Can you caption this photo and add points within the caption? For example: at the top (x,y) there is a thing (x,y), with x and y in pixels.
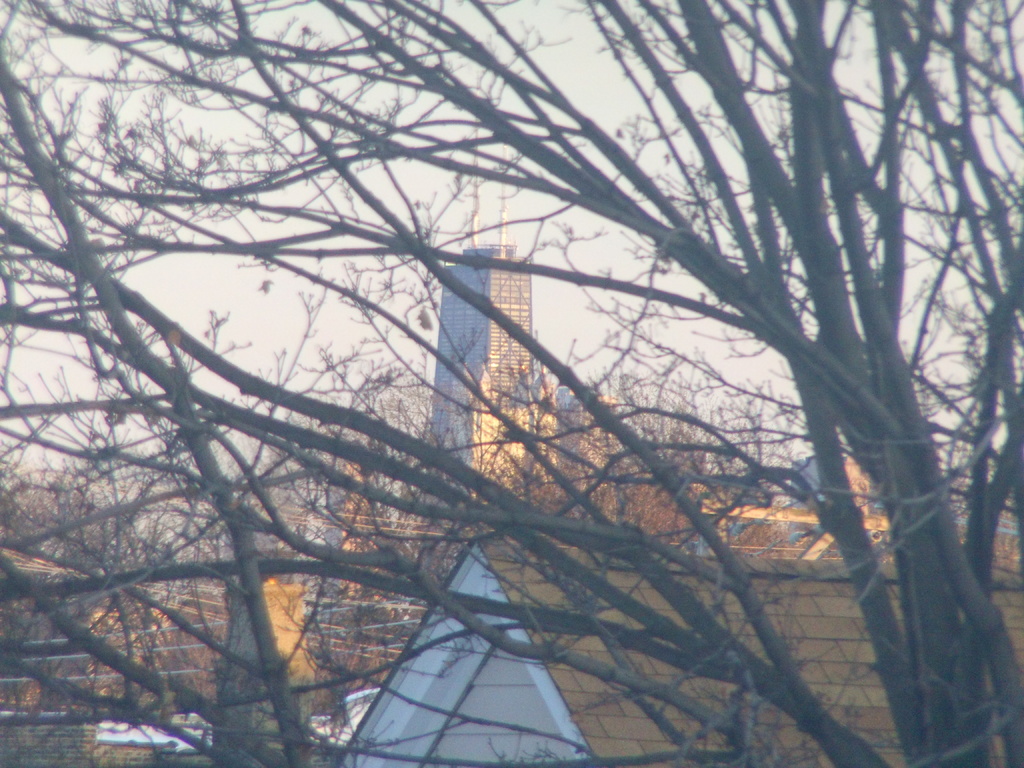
In the foreground of the image (322,432) there are tree branches (535,529). In the background of the image (488,326) there is a building (445,335). There is a fencing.
